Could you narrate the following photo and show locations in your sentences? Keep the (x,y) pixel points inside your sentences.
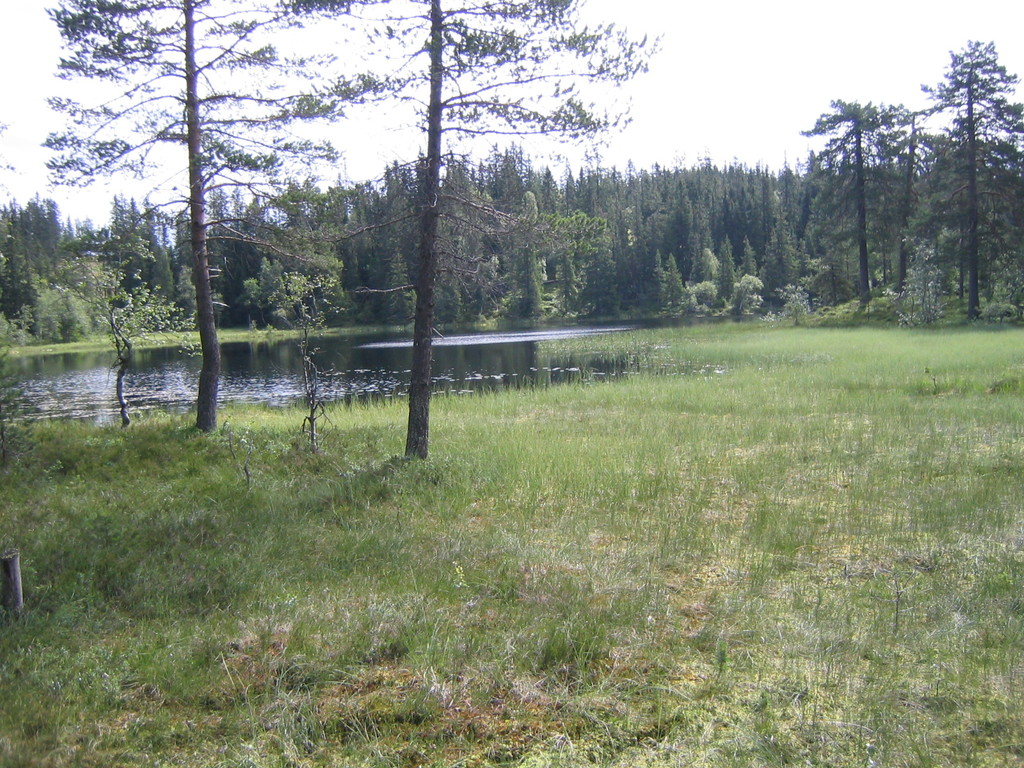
In this picture we can see grass (403,583), water (278,351) and trees (352,265). Behind the trees (688,233) there is a sky (771,75).
